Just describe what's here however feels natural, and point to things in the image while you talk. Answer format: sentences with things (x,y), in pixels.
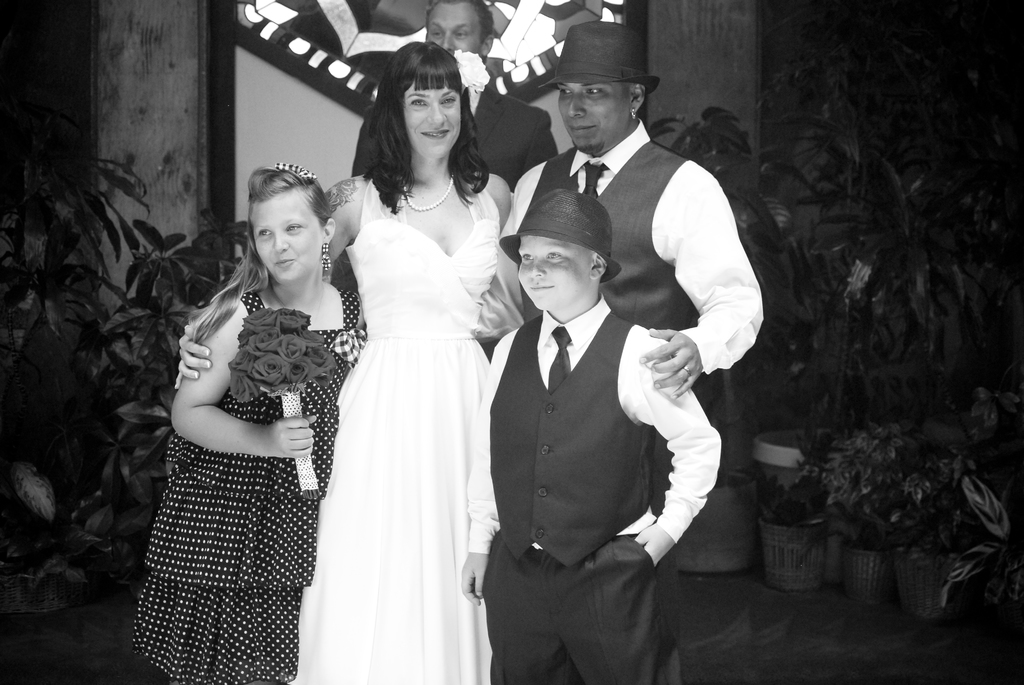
In the right side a boy (567,555) is standing, He wore a black color coat (618,470) and a beautiful woman (443,402) is standing, she wore a white color dress (452,387), these are the plants (826,354) on either side of them.
